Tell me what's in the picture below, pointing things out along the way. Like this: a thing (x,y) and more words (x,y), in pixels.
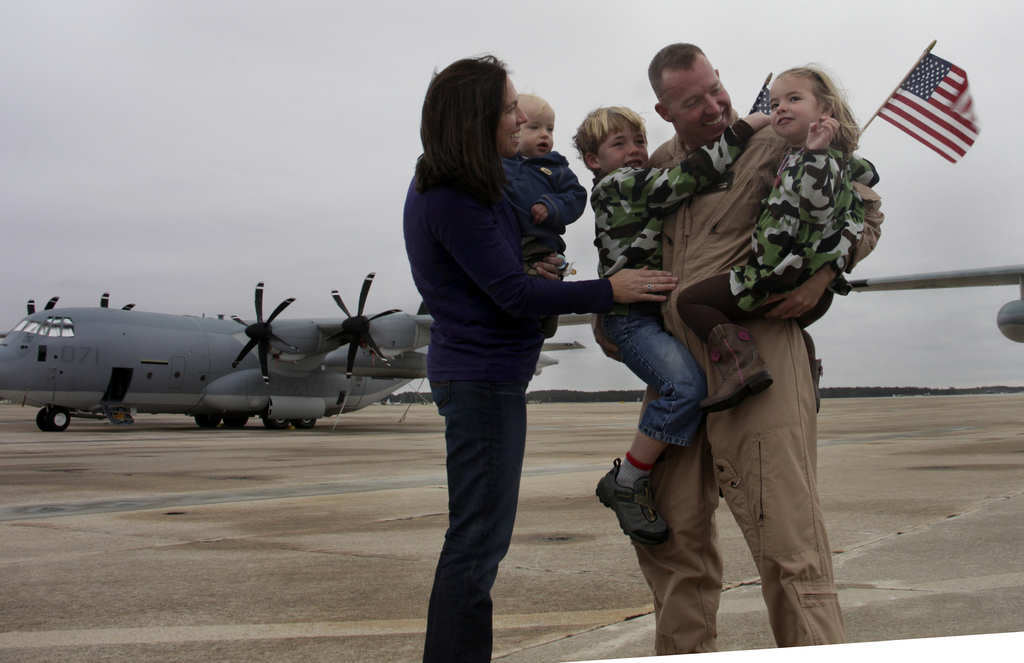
In this image I can see there are two persons (462,233) holding babies (801,184) and they are smiling and back side I can see flight (292,334) and flag (954,110) and the sky (194,83).
